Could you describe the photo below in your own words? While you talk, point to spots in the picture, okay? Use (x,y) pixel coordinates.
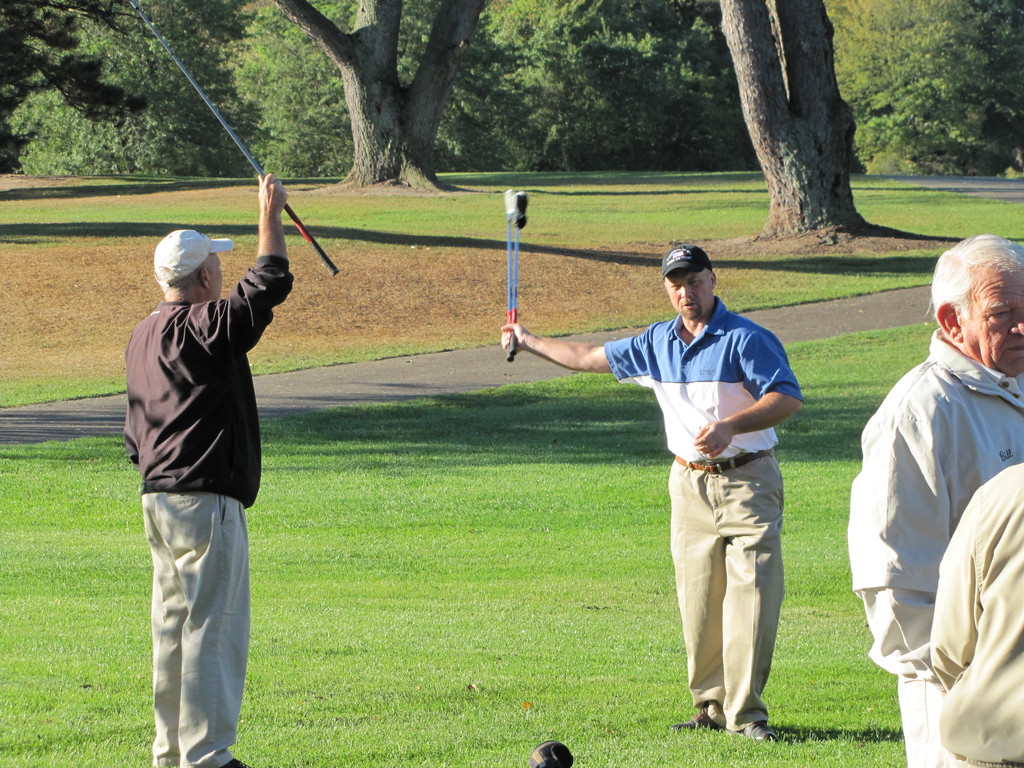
In this image we can see a group of people (852,582) standing on the grass field (266,571). Some persons (678,363) are holding sticks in their hands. In the background (116,70), we can see a group of trees (616,87).
